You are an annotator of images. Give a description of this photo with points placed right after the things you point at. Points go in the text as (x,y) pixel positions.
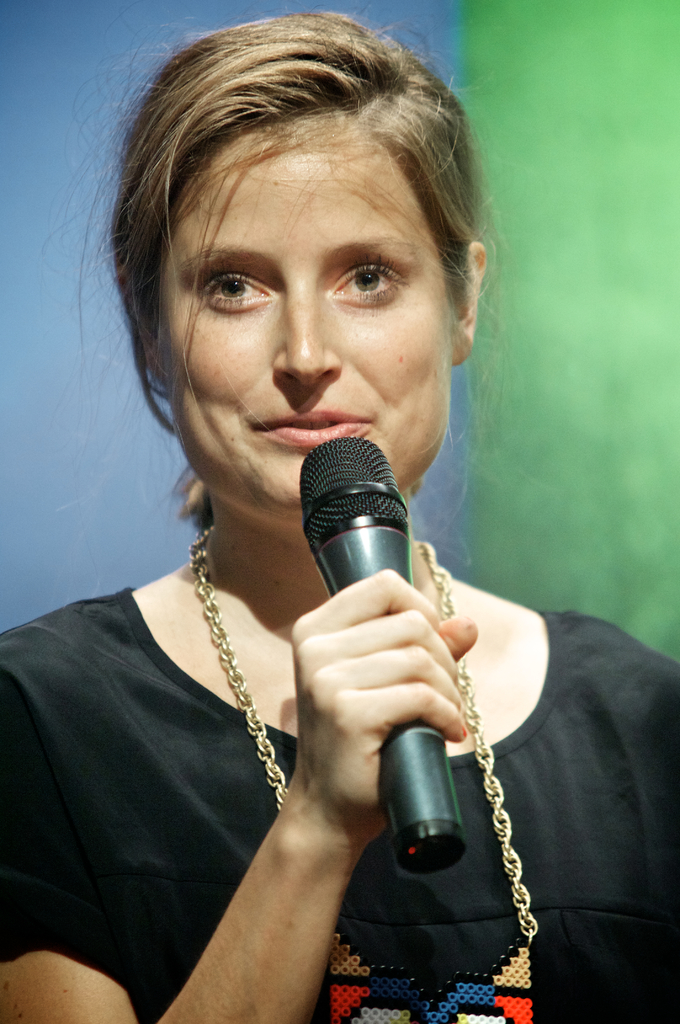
In this image I can see a person (426,967) wearing a black t shirt (386,840) and holding a microphone (418,867). There is a green and blue background (6,150).
